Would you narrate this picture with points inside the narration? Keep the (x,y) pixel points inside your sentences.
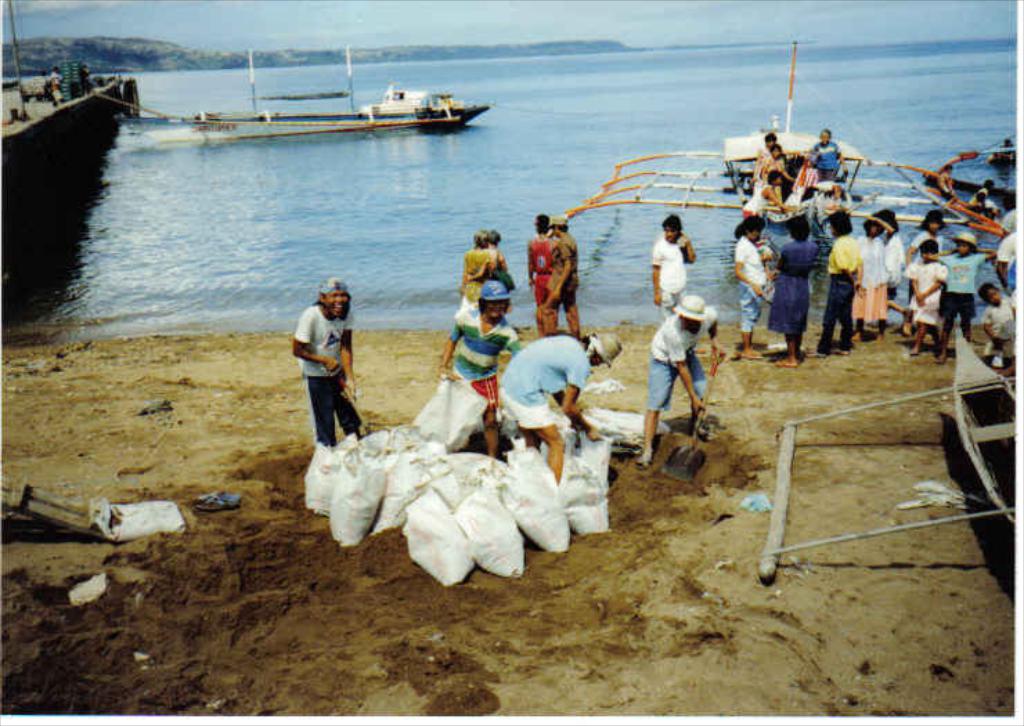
In this image, there are a few people (492,329). We can see the ground (375,617) with some objects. We can also see some bags (443,542). We can see some water (512,115) with a boat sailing on it. We can also see a boat (418,122) on the left (306,120). We can see a path (91,115) above the water (150,76). We can see a pole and some objects (968,156) on the top of the water (643,232). We can see some hills (554,49) and the sky (366,11).
